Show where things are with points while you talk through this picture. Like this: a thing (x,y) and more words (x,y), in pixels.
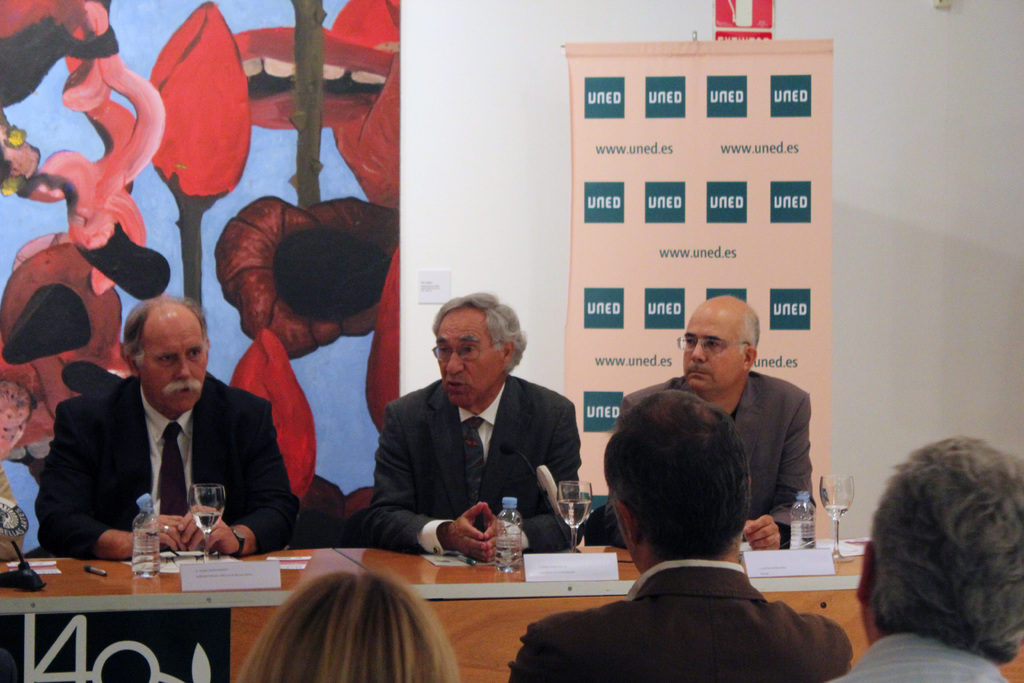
In this picture, There is a table (132,582) which is in yellow color on that table (459,572) there are some glasses (570,509) and there are some bottles (140,539) and there are some people (729,508) sitting on the chairs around the table (87,582), In the background (302,216) there is a red color poster (328,206) and there is a white color wall (490,118).
